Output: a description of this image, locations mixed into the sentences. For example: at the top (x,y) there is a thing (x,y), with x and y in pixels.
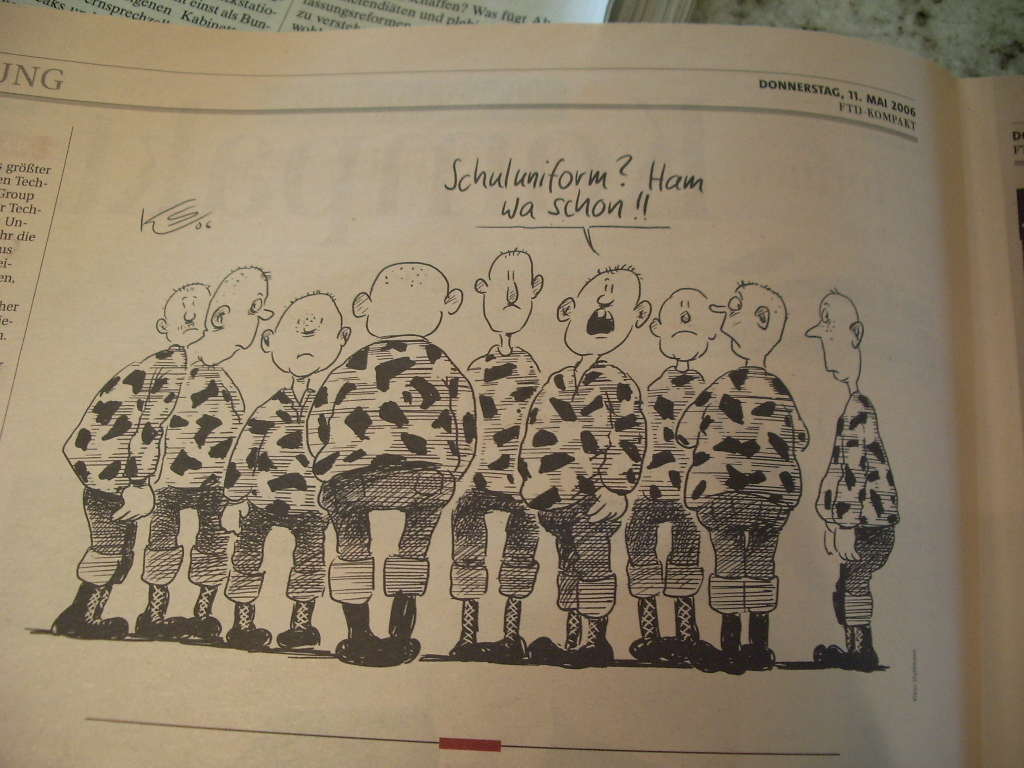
In this image I can see a paper (244,79) and I can see group of people (476,455) standing and something written in the paper (650,156).
